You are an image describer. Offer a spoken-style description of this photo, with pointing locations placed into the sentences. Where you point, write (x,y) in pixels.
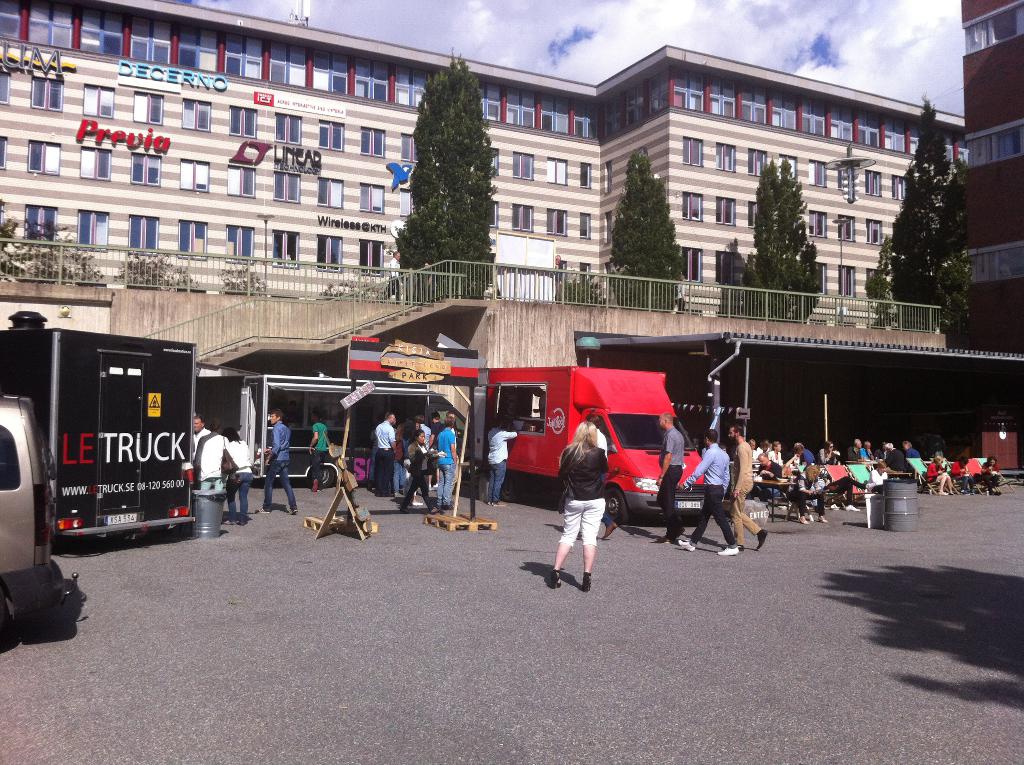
In this image we can see a group of people (710,484) standing on the ground (670,548), a group of vehicles (164,499) parked on the ground (271,562), a sign board (426,381) placed on wood pieces (485,528). On the right side of the image (965,474) we can see a group of people (806,488) sitting on chairs (835,476), a barrel (889,503) placed on the ground (946,521). In the center of the image (461,290) we can see barricade (492,302), staircase (386,328). In the background (46,191), we can see a group of trees (908,248), buildings (527,160) with windows (154,170) and the cloudy sky (606,39).
